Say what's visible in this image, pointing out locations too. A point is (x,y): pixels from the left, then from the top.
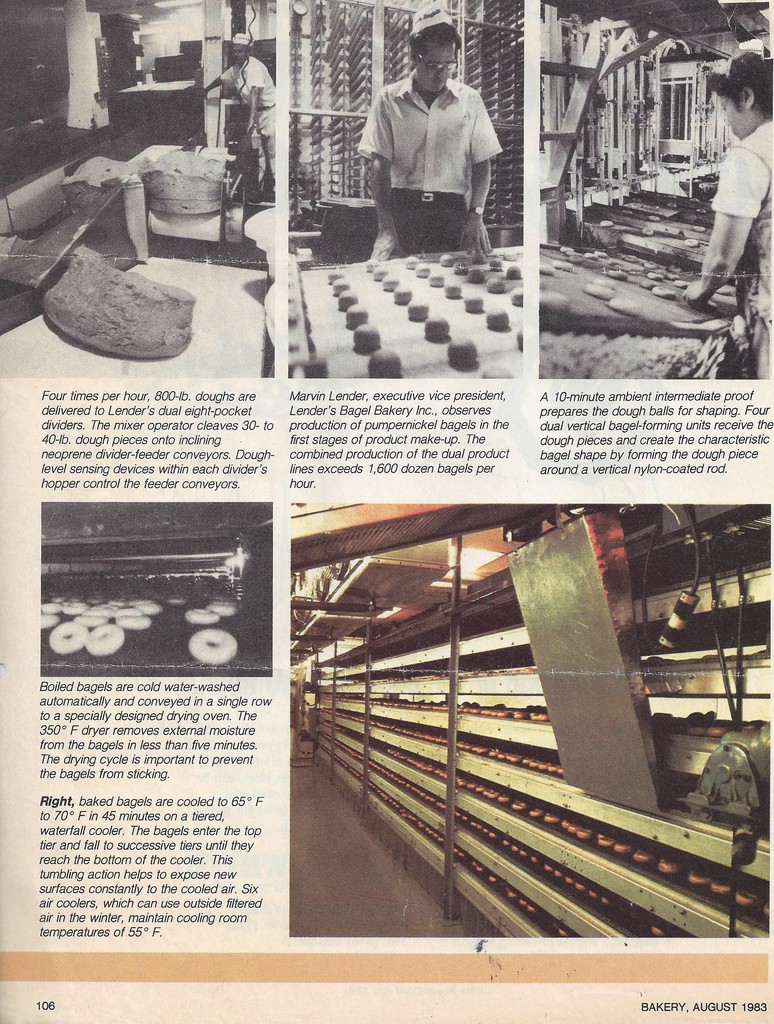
In this picture we can see a newspaper (333,404).
